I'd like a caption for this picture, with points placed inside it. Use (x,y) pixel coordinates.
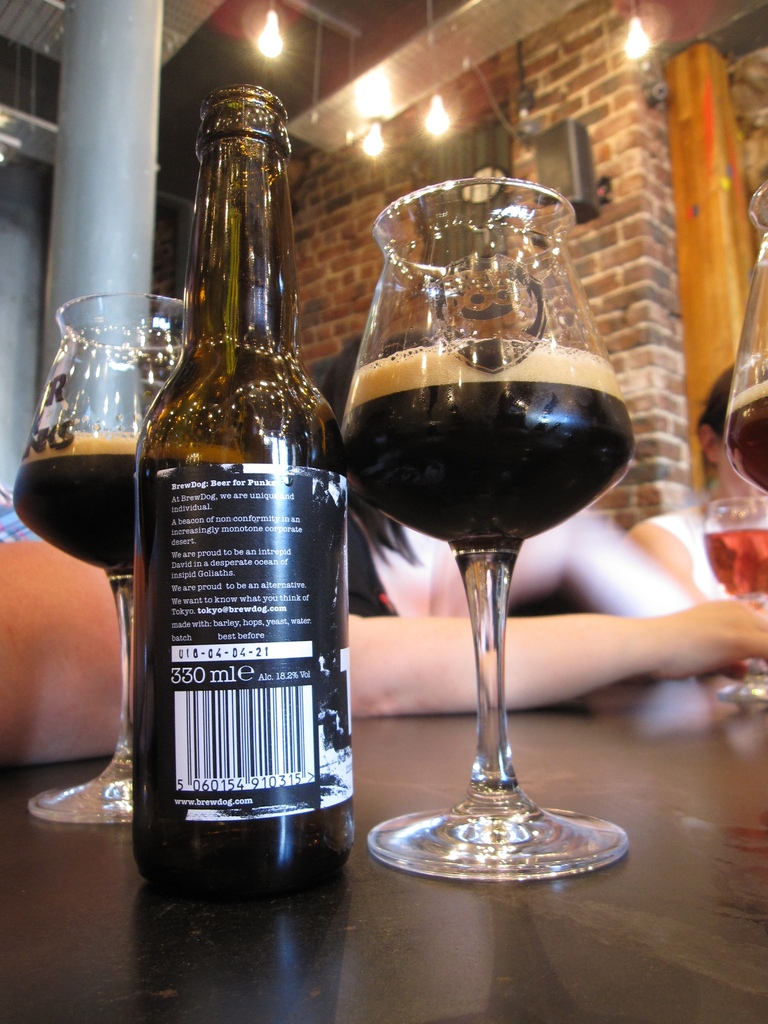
In this image, In the middle (484,360) there is a table (451,924) on that there is a bottle (213,492) and glasses (537,374), In front of the table (451,938) there are three people (578,614). In the background (517,155) there is a pillar (142,132), wall (630,222), speakers (576,185) and light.
